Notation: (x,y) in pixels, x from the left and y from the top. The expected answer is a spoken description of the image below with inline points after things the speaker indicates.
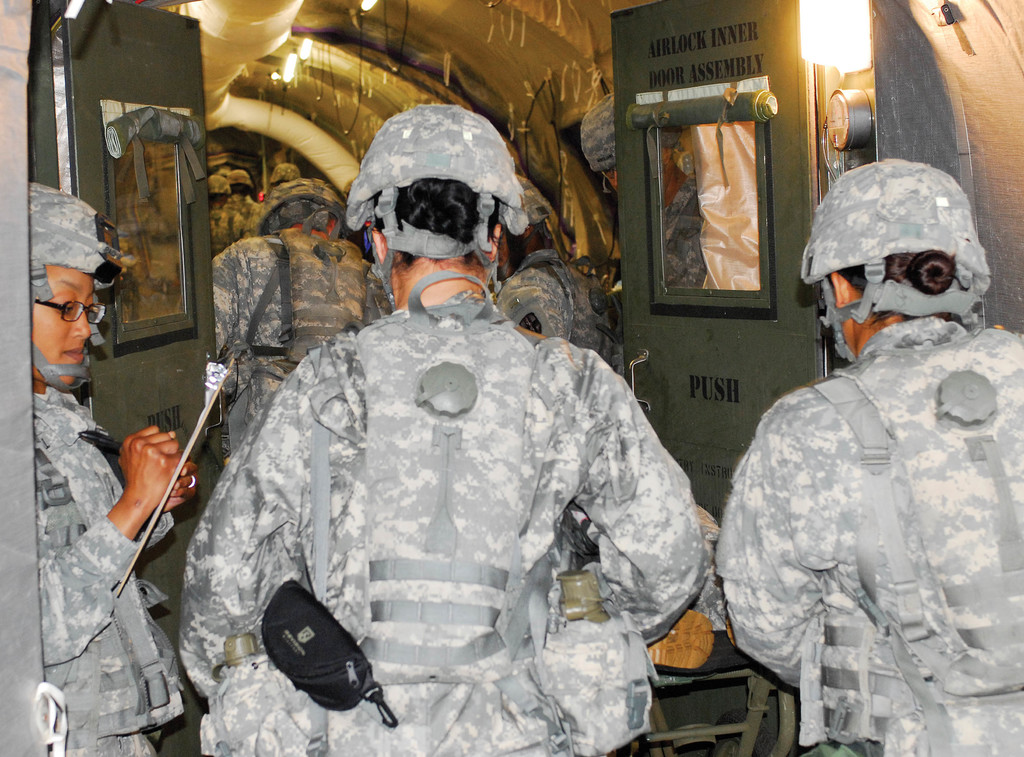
In the image there are many persons (299,360) in camouflage dress (233,221) and helmet (897,217) walking in to a shelter (196,258).
